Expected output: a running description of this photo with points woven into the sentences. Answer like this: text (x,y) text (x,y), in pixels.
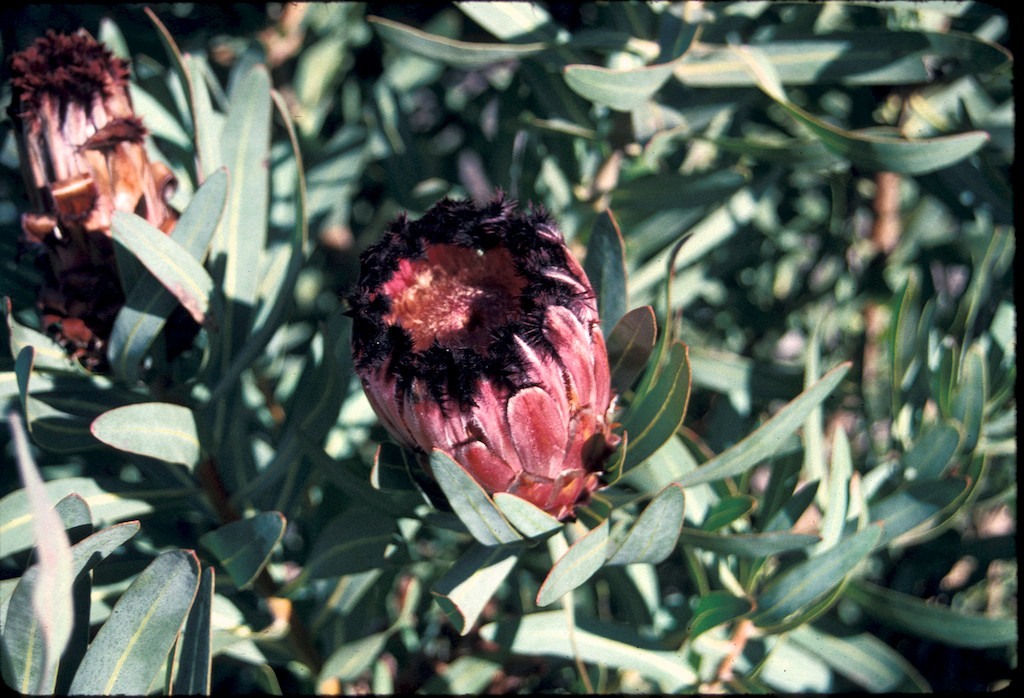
In this picture I can see there are two flowers (380,286) attached to the plants (653,527) and there are leaves (201,181).
